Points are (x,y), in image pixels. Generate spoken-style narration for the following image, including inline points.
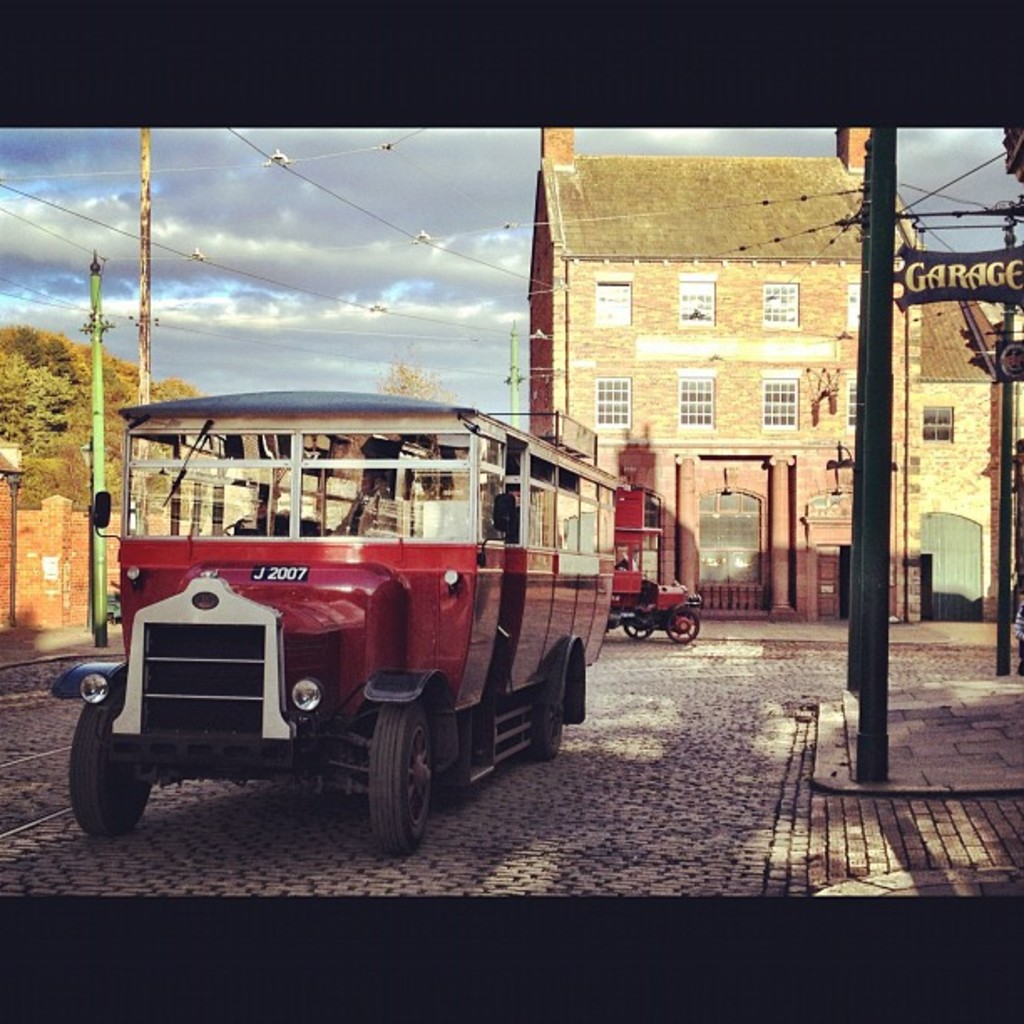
In this image we can see two vehicles (443,648) which are moving on road (599,680) which are of red color, on right side of the image (908,730) there is footpath (922,757) and in the background of the image (667,343) there are some wires (162,258), poles (855,634), houses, trees (84,399) and cloudy sky (313,219).
